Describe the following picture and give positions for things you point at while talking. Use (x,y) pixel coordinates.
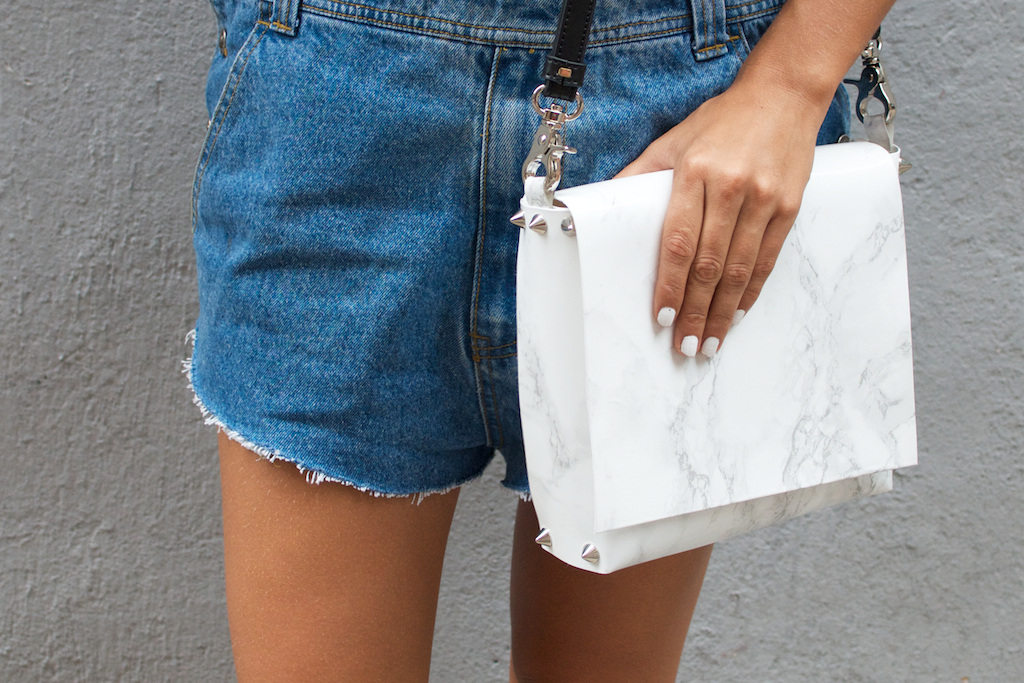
In the image there is a person's legs (318,500) with blue jeans short (310,149). Holding a white wallet (552,318) with black strip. Behind the person (683,342) there is a grey color wall (956,352).
